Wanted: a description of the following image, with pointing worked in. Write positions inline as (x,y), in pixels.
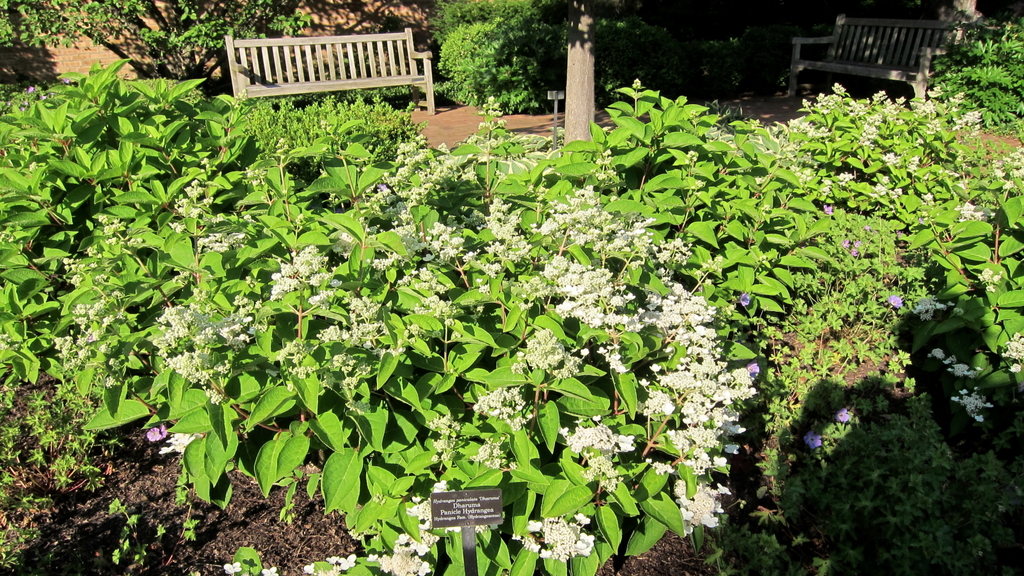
In this picture we can see a name board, plants (395,340) with flowers (394,345), benches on the ground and in the background (937,82) we can see trees (937,82).
